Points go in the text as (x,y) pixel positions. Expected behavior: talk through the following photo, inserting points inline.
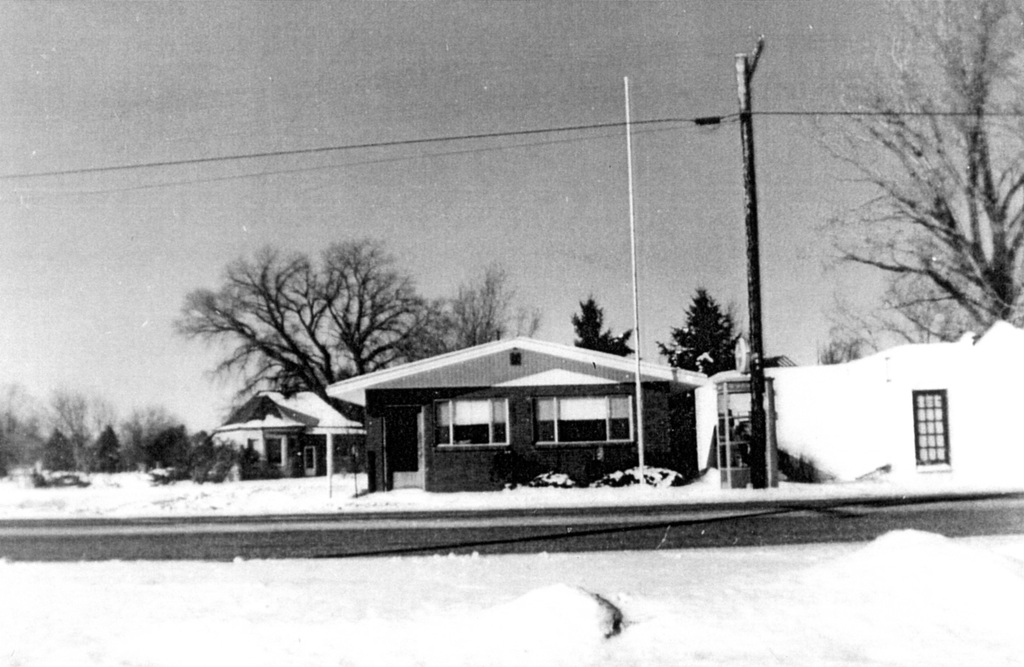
It is a black and white picture, there are few houses (675,373) and around the houses (682,452) there are some trees (863,239) and the total land (895,601) is covered with a lot of ice (585,577).
